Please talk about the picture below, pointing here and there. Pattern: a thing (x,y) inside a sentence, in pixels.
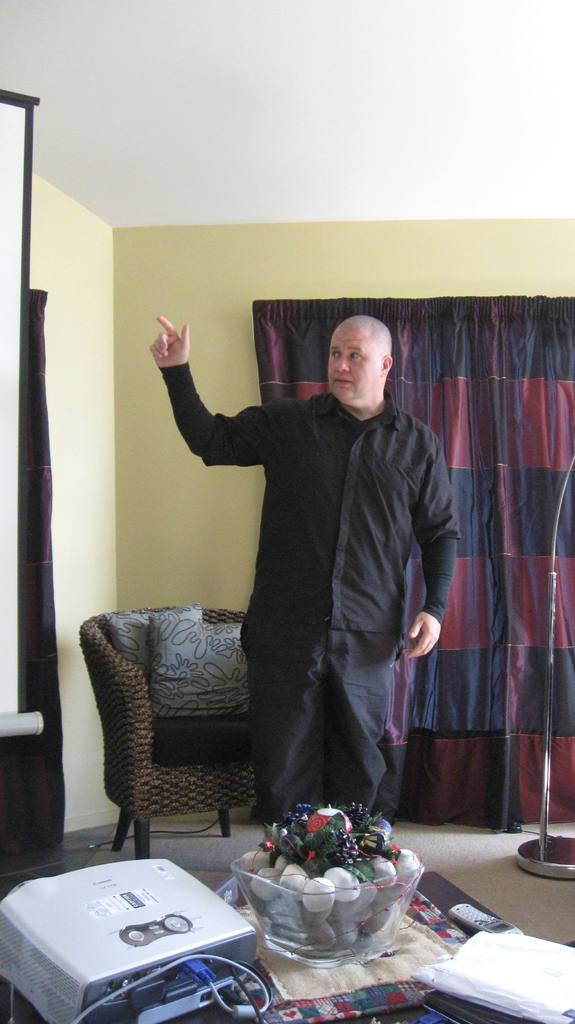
In this picture we can see a man (264,759) standing on the floor (450,848), chair (146,802) with pillows (229,648) on it, bowl (321,944), device (189,921), mobile (469,923) and in the background (129,503) we can see wall (264,246), curtains (571,555).
